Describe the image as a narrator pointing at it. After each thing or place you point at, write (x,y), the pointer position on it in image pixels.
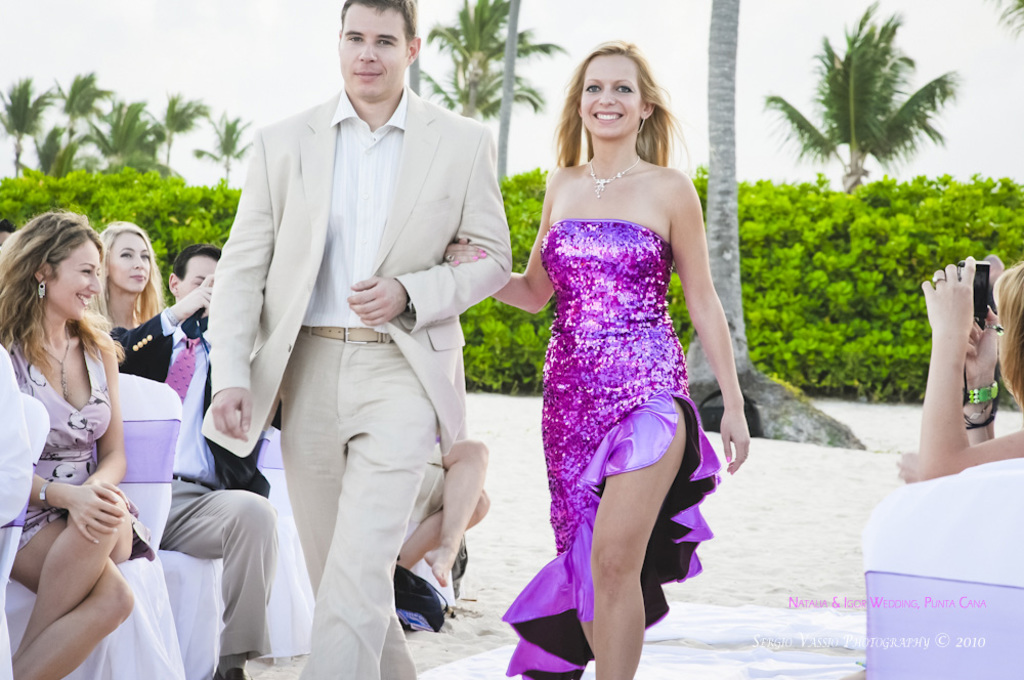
In the center of the image (407,368) there are people (622,356) walking. To the left side of the image (187,376) there are people (174,387) sitting on chairs (154,449). In the background of the image (166,114) there are trees (830,71), plants (150,215) and sky (178,44). To the right side of the image (947,351) there is a lady (944,473) sitting on chair (867,643) and there is some text (953,602).
